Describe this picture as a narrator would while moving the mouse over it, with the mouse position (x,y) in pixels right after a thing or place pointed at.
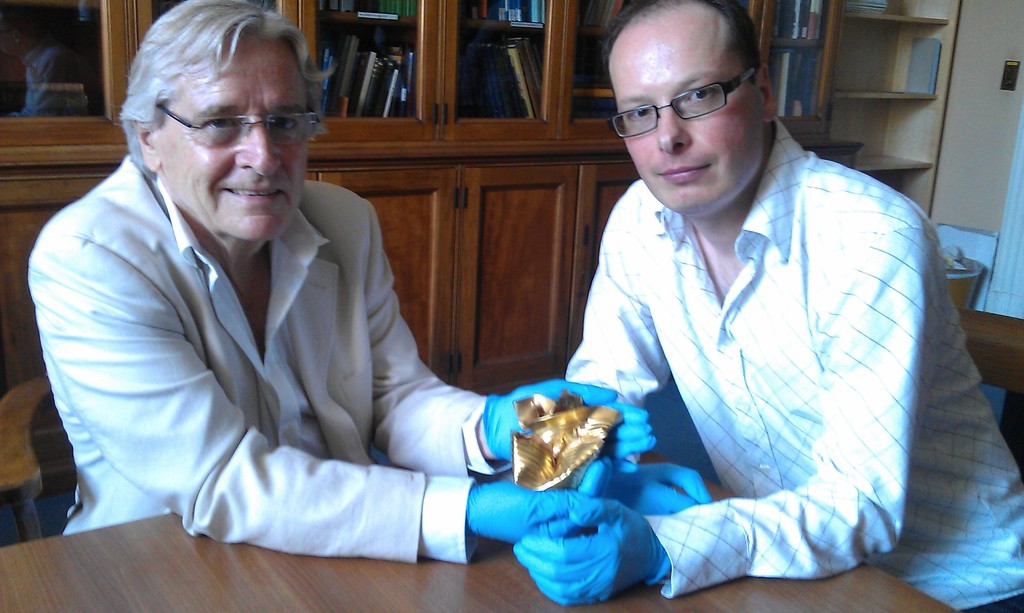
This image is taken indoors. At the bottom of the image (222,553) there is a table (156,590). On the left side of the image (156,338) a man (306,423) is sitting on the chair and he is holding something in his hands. On the right side of the image (814,216) a man (804,301) is sitting on the chair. In the background (950,205) there is a wall (962,195) with many cupboards (38,189) and shelves (835,113). There are many things (479,57) in the cupboards (55,4).
